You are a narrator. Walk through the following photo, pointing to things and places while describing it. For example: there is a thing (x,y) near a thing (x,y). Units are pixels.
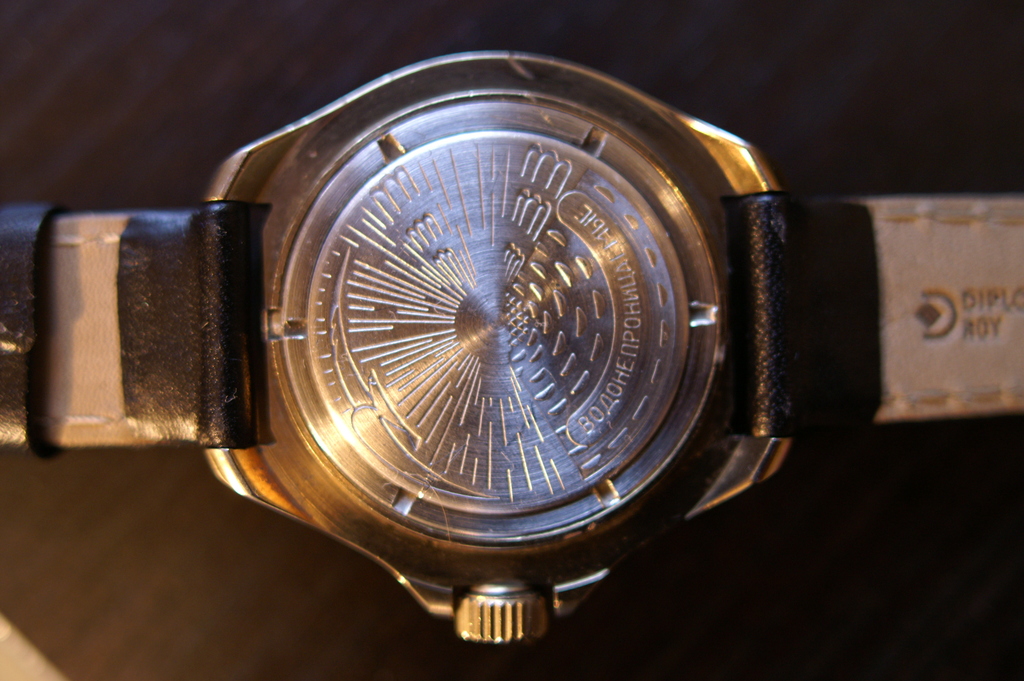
In this image I can see backside (278,511) of a watch (428,253). I can also see something is written at few places.
